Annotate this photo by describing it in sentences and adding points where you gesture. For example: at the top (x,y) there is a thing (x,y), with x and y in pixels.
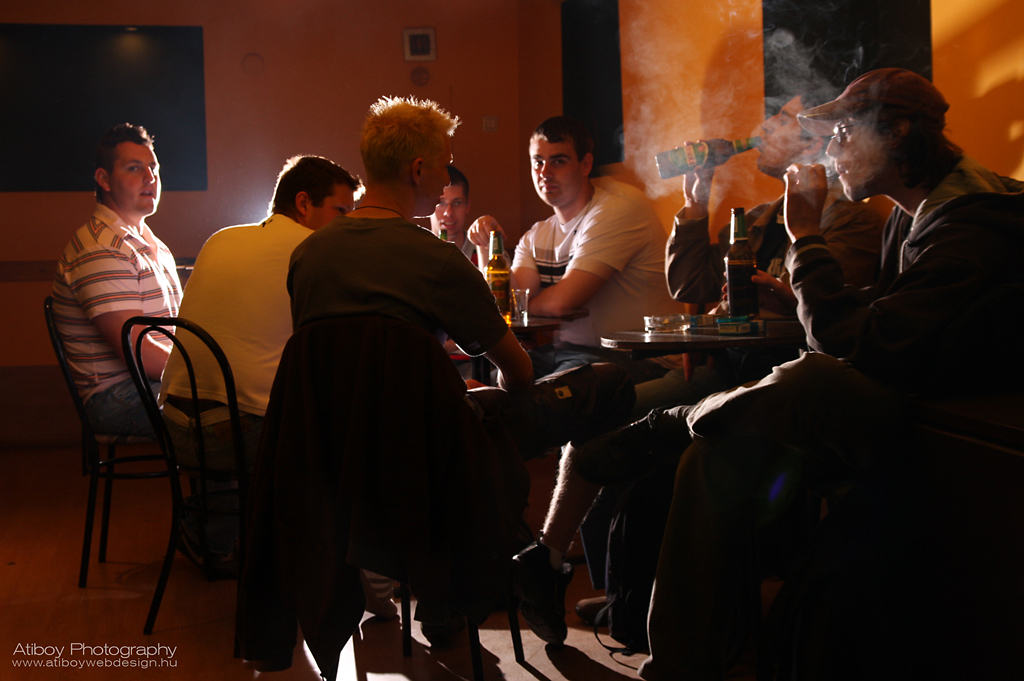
On the background (318,61) we can see a television screen (145,73), wall (266,58). We can see men (639,218) sitting on chairs (333,456) in front of a table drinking and smoking. This is a floor (26,603). On the table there is a glass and bottles (509,308).
